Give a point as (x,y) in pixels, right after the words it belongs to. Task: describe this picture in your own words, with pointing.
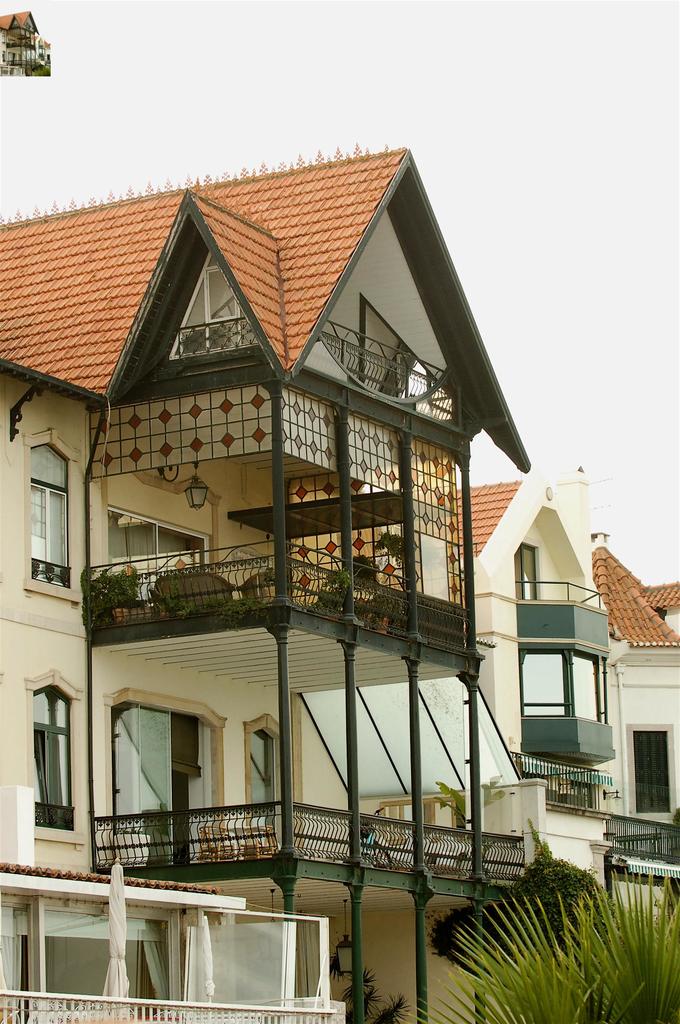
In this picture there are houses (429,250) in the center of the image (337,437), on which there are windows (161,462) and there is a plant (526,950) at the bottom side of the image (537,937) and there is a model of a house (43,44) in the top left side of the image (12,22).
